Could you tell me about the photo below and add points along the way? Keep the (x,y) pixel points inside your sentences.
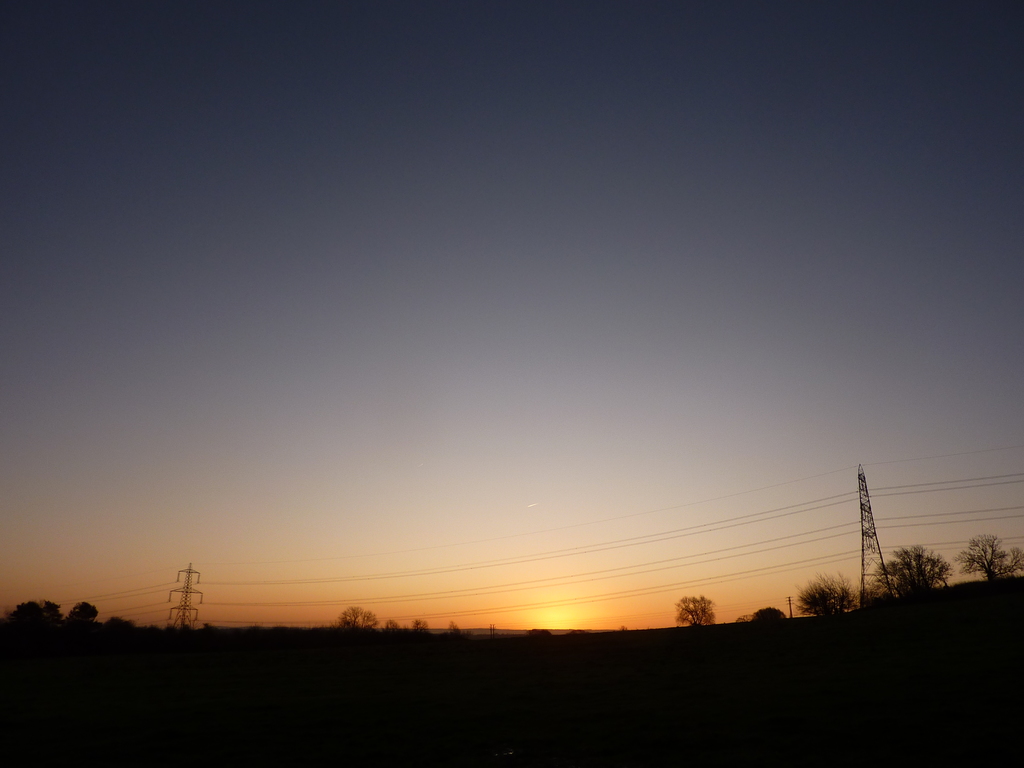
In this image I can see few towers (190,593), wires (853,493) and number of trees (114,632) on the bottom side (61,636). I can also see the sky (250,128) and the sun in the background (670,467).
